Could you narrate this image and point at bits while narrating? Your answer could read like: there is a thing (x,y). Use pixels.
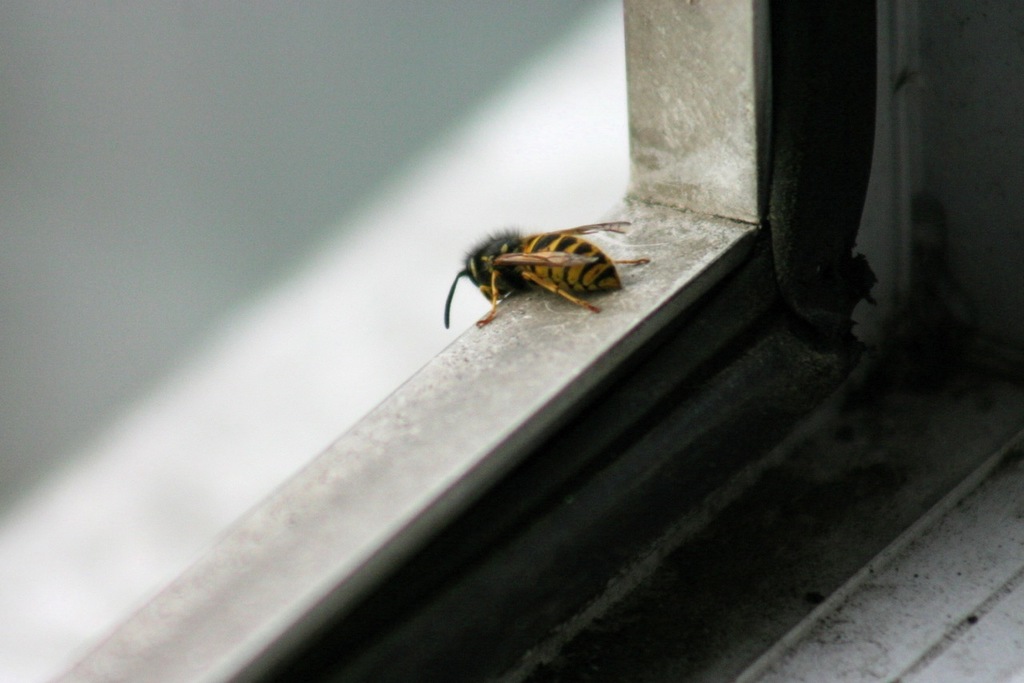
In the middle of the image (566,267) we can see an insect (584,243).
